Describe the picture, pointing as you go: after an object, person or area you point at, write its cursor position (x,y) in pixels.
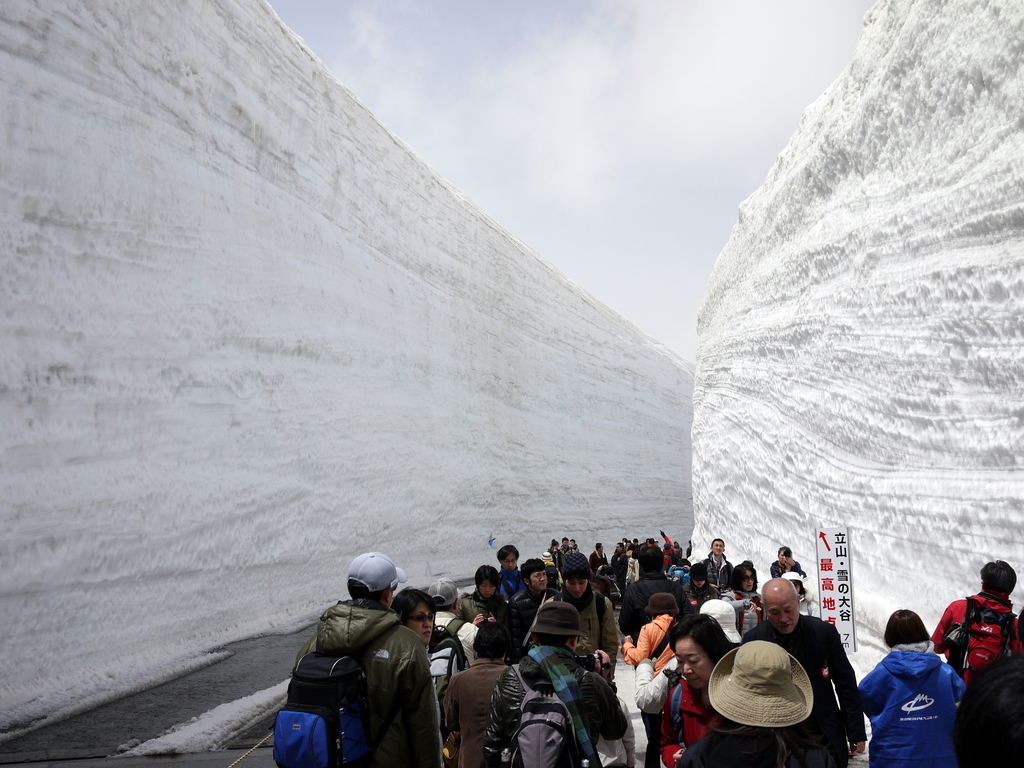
In this picture I can see there are many people (530,619) standing here and there are two walls (776,381) here made with snow (260,289) and the sky (461,162) is cloudy.
